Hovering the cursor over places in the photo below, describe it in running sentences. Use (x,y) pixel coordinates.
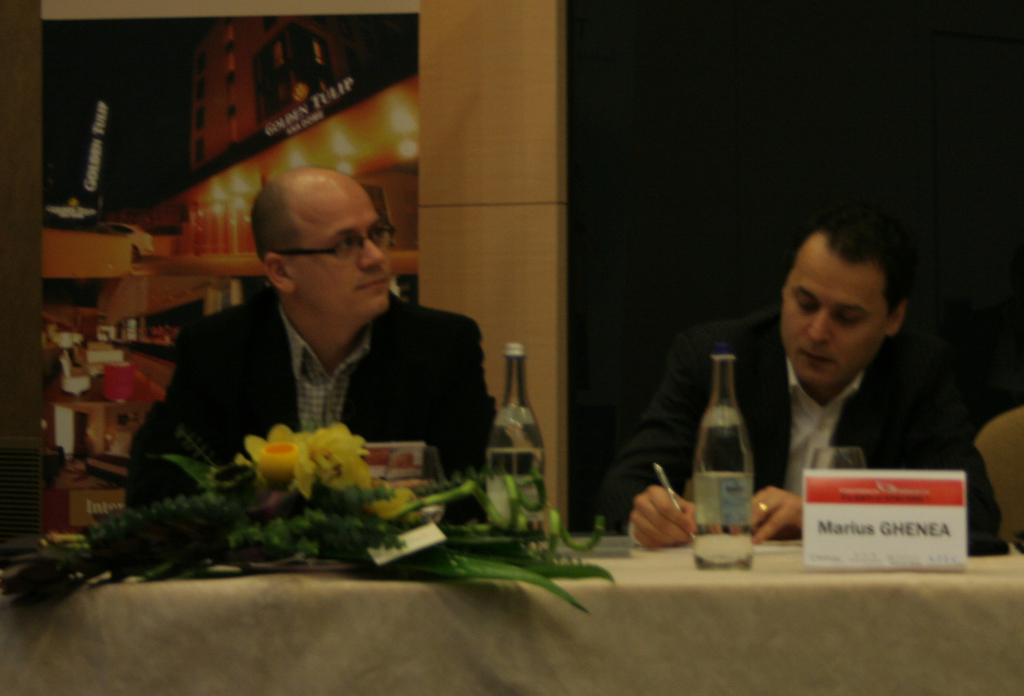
The picture consists of two men (353,410) where there are wearing black dresses (446,424) and sitting on the chairs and in front of them there is a table (499,609) on which bottles (736,531), name plate (868,510) and one bouquet (306,567) is there and behind them there is a wall (834,27) and one poster (242,238) on it.
